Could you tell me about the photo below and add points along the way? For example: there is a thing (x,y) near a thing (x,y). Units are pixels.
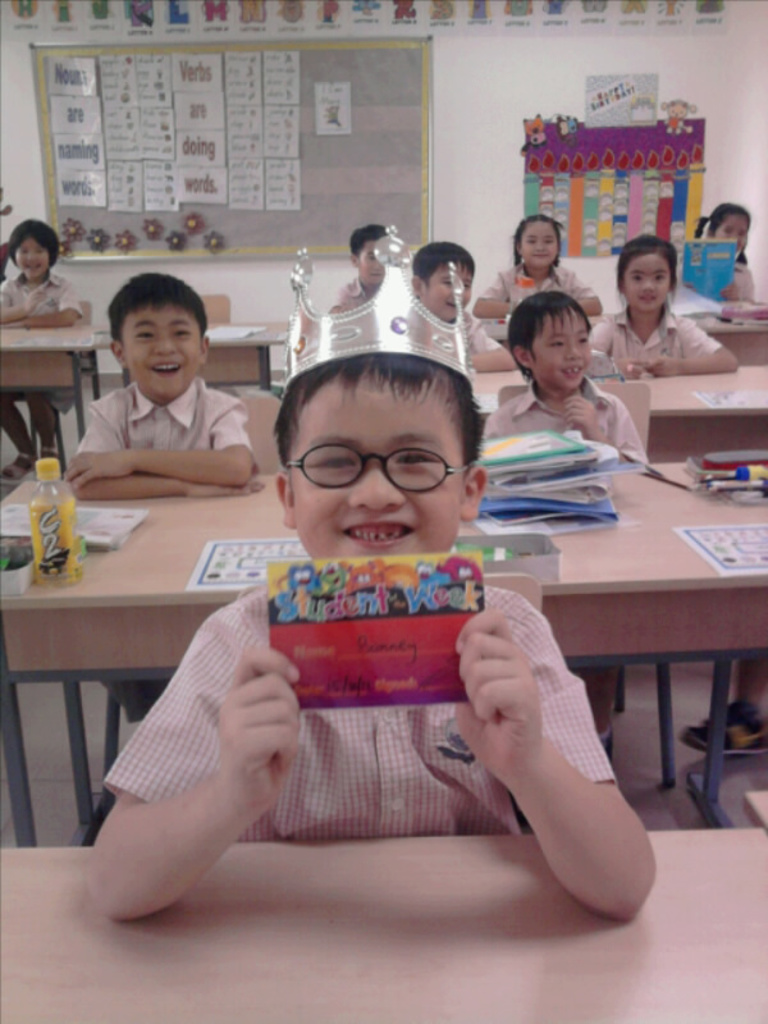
The image is taken in the classroom (281,736). In the center of the image (424,410) we can see people (182,823) sitting on the benches (333,942). There are bottles (75,534), books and some papers (248,549) placed on the bench (141,540). In the background (414,218) there is a board (234,225) and we can see some papers (551,182) attached to the wall (499,125).
